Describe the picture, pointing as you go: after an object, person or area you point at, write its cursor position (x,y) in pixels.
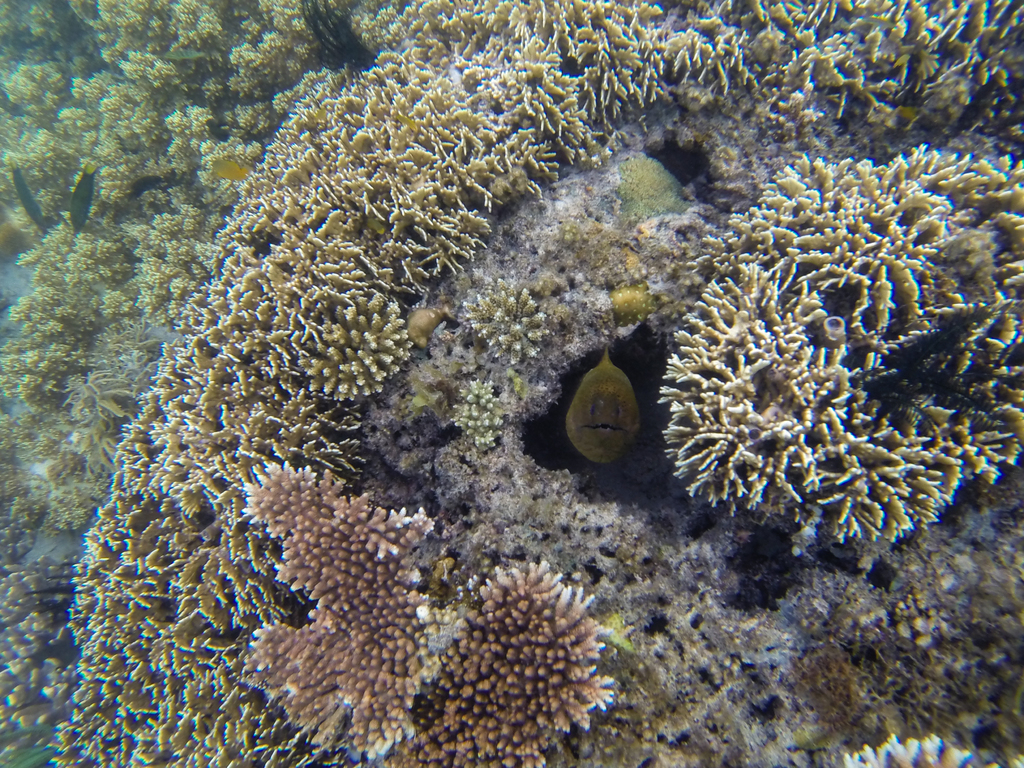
In this image we can see aquatic plants (444,156).
